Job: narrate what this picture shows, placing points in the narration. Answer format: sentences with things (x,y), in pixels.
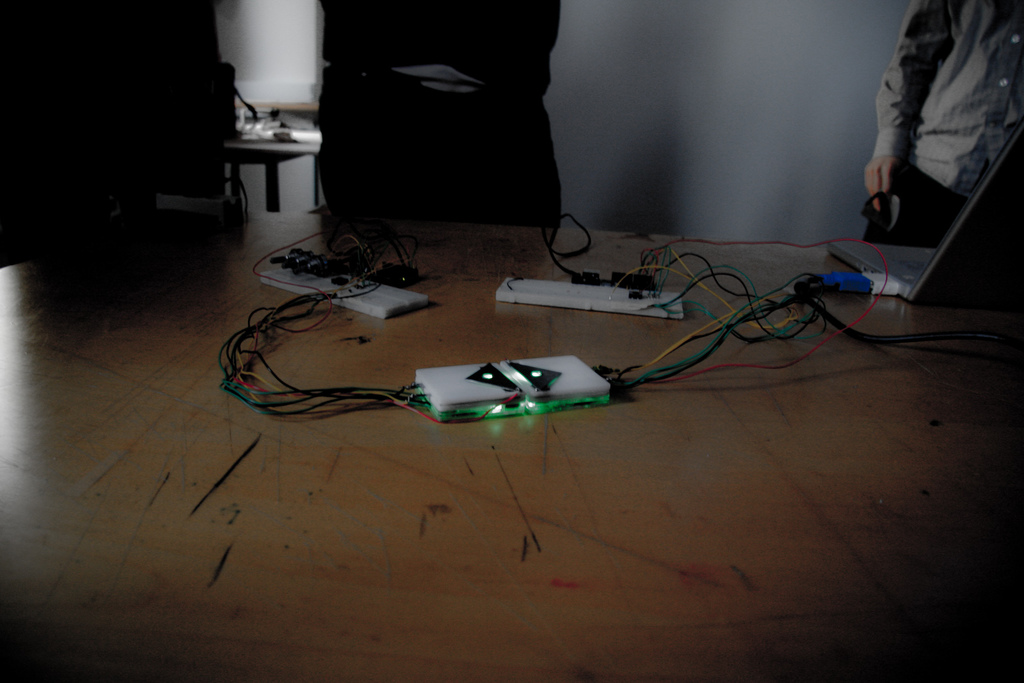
This image is clicked in a room (821,130). It consists of a table (50,304) on the table (793,379) there is a laptop (921,258), wires (825,305) and something connected to that two wires (696,334). There is person (906,233) on right side (924,117) top corner and there is a person (327,127) in the middle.
